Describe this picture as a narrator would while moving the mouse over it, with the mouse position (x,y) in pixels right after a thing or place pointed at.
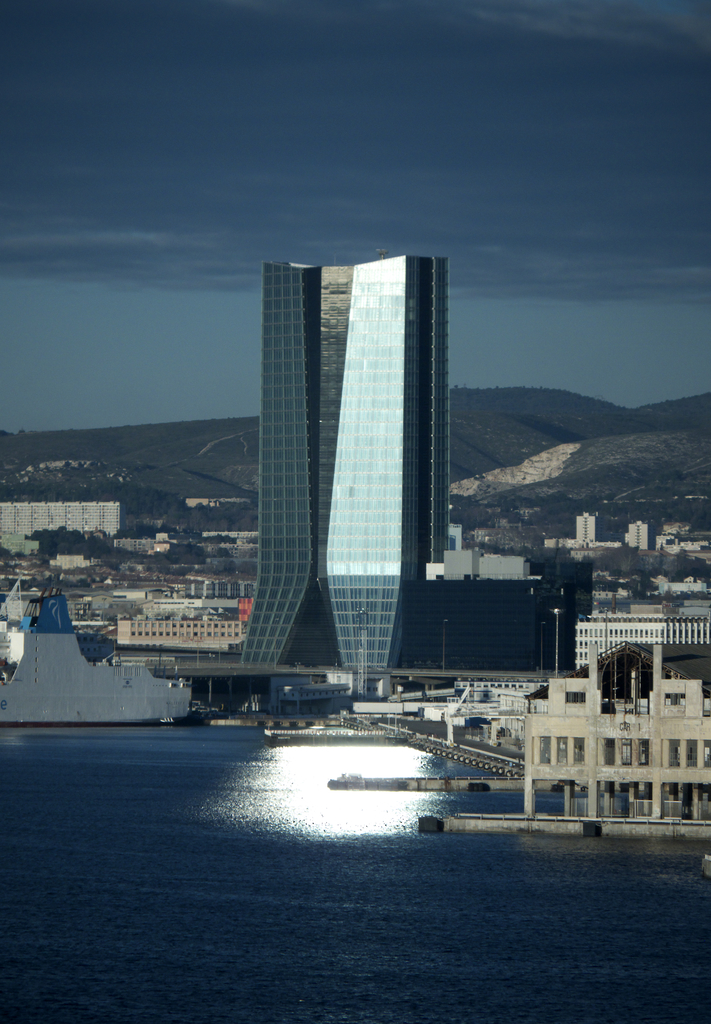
At the bottom of the picture (135,819), we see water (344,827). On the right side (585,766), we see buildings (562,730). There are trees (195,558), buildings (38,520) and hills (606,428) in the background (540,434). At the top of the picture (389,229), we see the sky (344,261).
